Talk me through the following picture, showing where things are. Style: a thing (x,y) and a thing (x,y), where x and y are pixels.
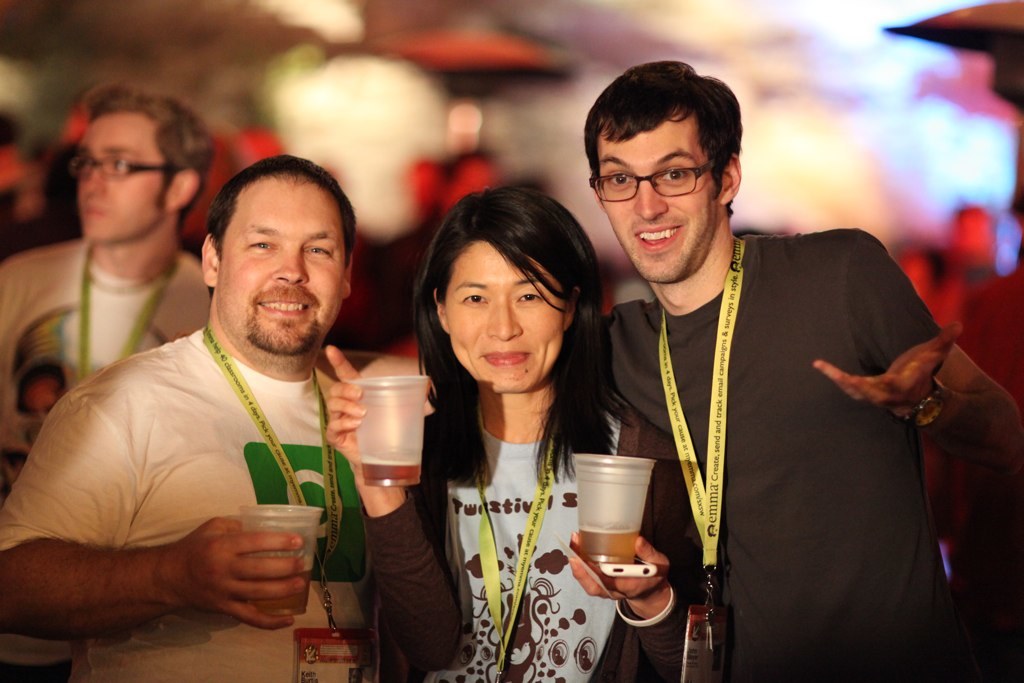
Background (859,66) is very blurry. here we can see three persons (290,394) in front of a picture holding glasses (396,387) in their hands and smiling. Here we can see other man (116,220). He wore spectacles (168,166).
